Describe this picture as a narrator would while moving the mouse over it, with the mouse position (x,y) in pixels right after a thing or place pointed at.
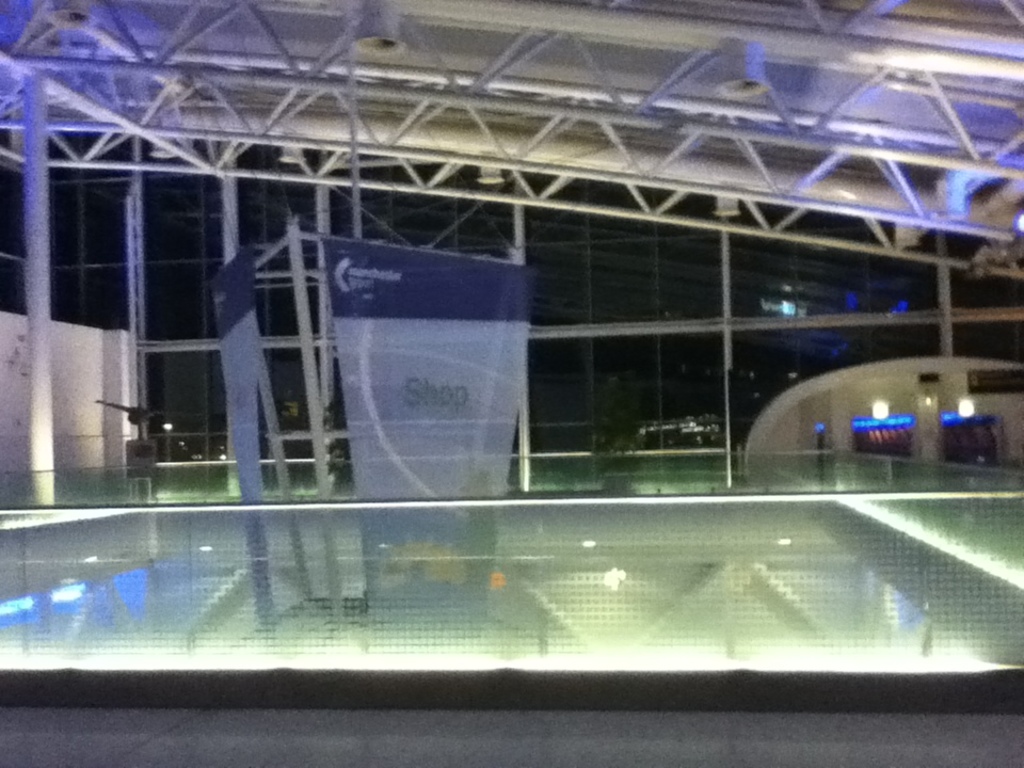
In this image there are two banners (406,339), there is wall (630,308) made of glass (745,304), there are two lights (882,405), there is wall (863,395), there is roof (462,77).
